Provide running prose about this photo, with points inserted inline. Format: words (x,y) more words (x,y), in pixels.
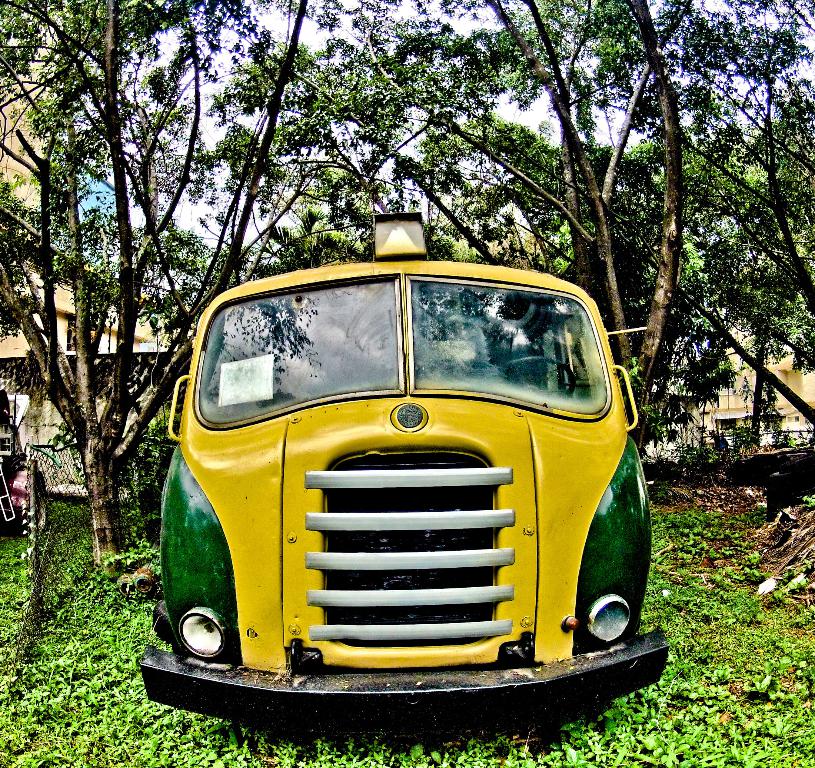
This picture is taken from the outside of the city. In this image, in the middle (279,347), we can see a vehicle (504,672) which is placed on the grass (393,750). In the background (86,131), we can see some trees (254,187), plants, building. At the top (410,181), we can see a sky (260,12), at the bottom (783,626), we can see some plants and a grass (58,671).
